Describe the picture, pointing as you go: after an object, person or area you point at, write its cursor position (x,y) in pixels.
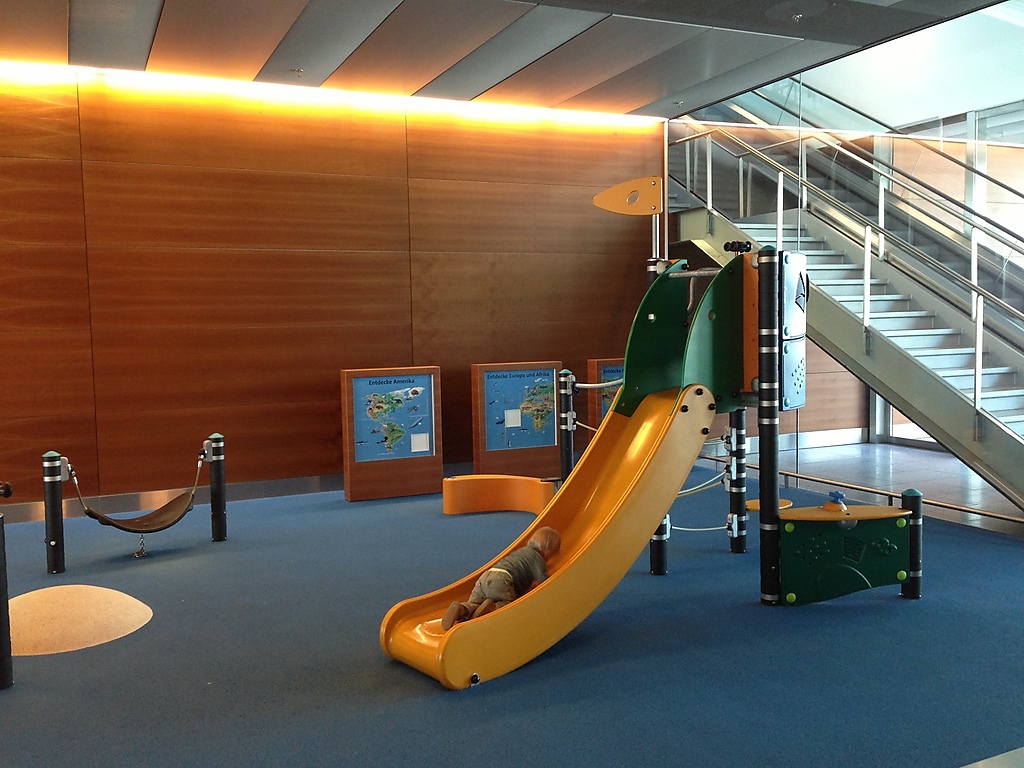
This image consists of stairs (919,382) on the right (824,216). In the front (666,356), we can see a slider (545,584), on which there is a small boy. At the bottom (748,647), there is a floor mat (738,671) in blue color. On the left (218,516), there is a swing (214,516). In the background (348,443), there are boards (522,418). The wall (401,216) is made up of wood (382,191). At the top (529,7), there is a roof (675,46).
